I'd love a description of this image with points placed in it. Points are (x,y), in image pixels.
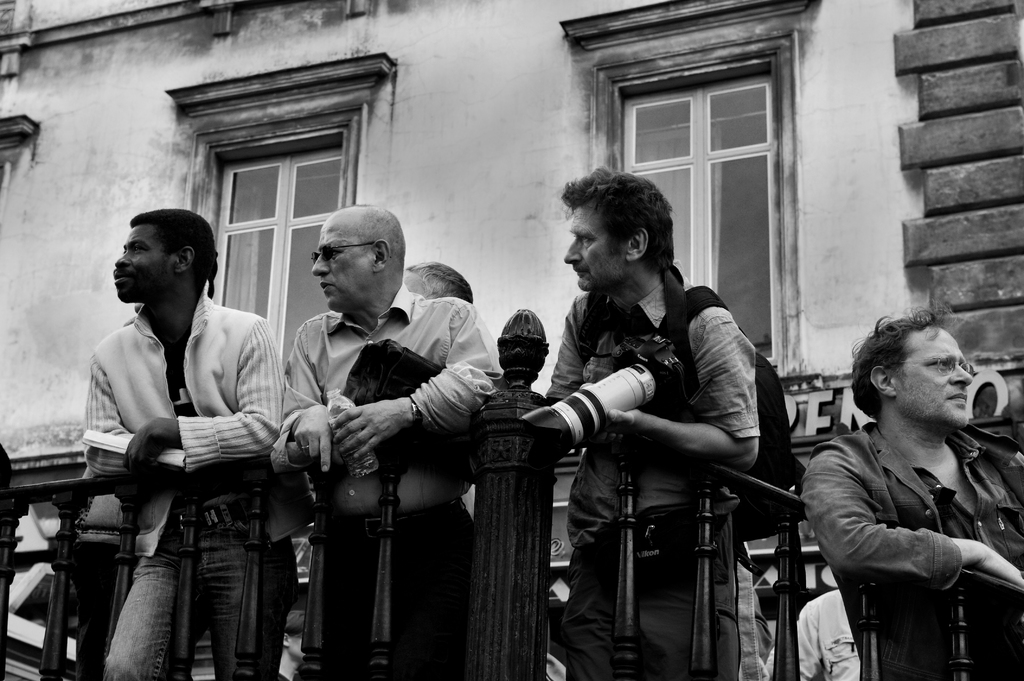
In this image I can see few persons (437,355) standing. I can see a railing (525,561). In the background (743,308) I can see two windows (727,150). I can see the wall (405,104).
